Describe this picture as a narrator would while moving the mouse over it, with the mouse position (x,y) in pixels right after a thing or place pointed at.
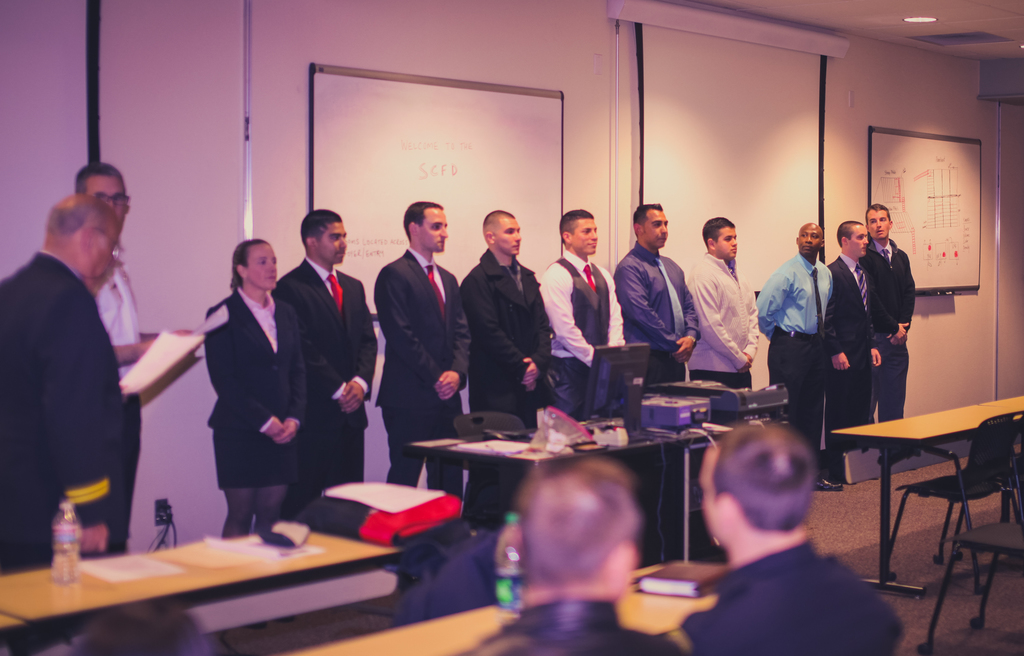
It looks like a meeting hall (665,323), there are many people (649,294) standing in front of the room (441,40) behind them there are two projecting screens (686,61), in front of them there is a monitor (638,418) on the table (660,454), in the background (534,14) there is a white color wall (207,123).
